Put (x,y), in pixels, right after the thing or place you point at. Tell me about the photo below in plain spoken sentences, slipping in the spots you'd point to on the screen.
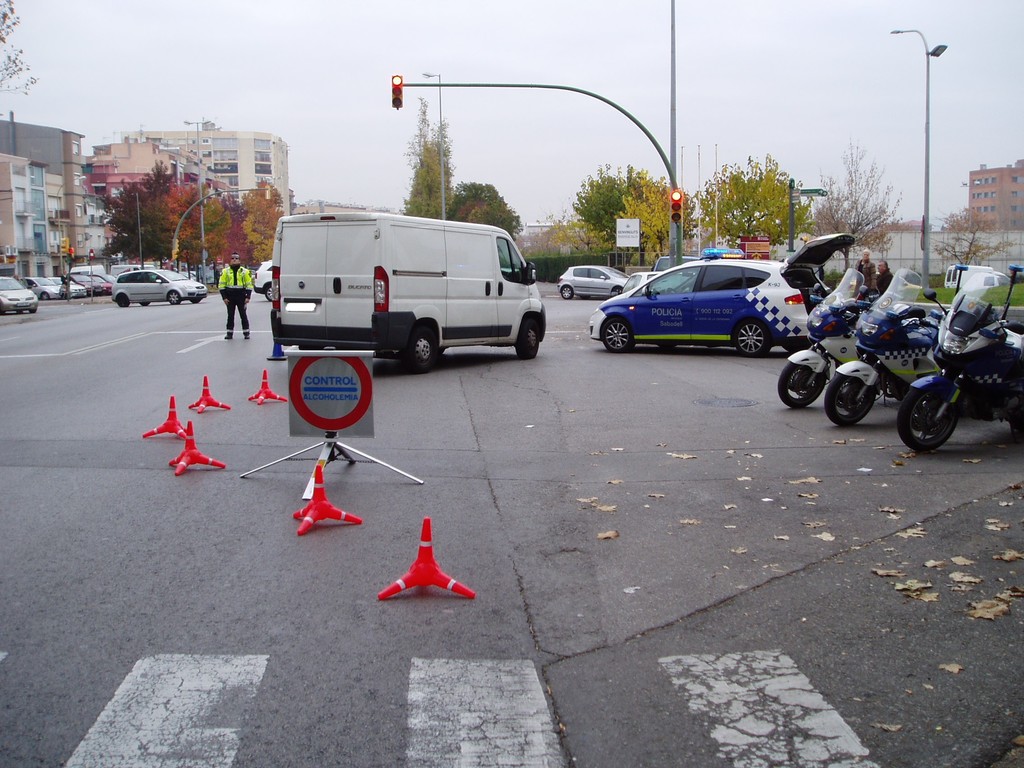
In the foreground (433,278) I can see stoppers (427,560), bikes (829,404) and fleets of cars (394,260) on the road (219,303). In the background (536,235) I can see trees (618,213), light poles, people (239,270) and buildings (99,221). On the top (340,125) I can see the sky (367,126). This image is taken during a day.
